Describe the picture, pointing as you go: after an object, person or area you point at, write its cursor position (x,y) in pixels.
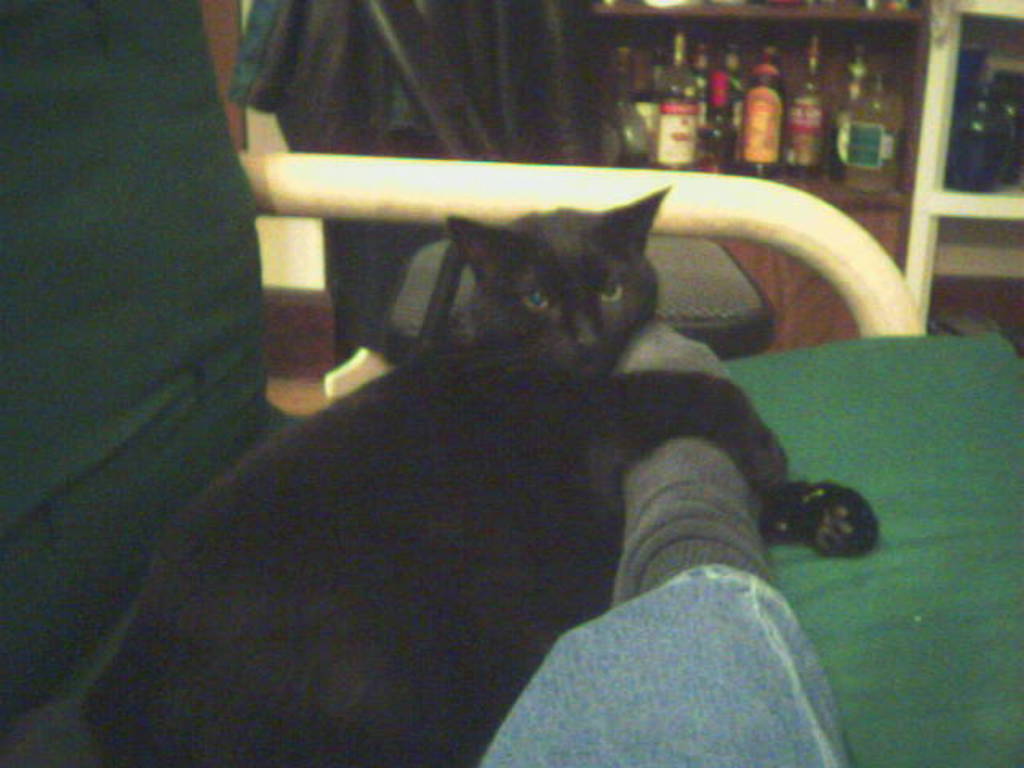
In this image there is a chair (708,197) and we can see a cat (542,516) lying on the chair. At the bottom (636,729) we can see a person's leg (696,703). In the background (787,155) there is a shelf (696,13) and we can see bottles (792,115) placed in the shelf (845,101).
